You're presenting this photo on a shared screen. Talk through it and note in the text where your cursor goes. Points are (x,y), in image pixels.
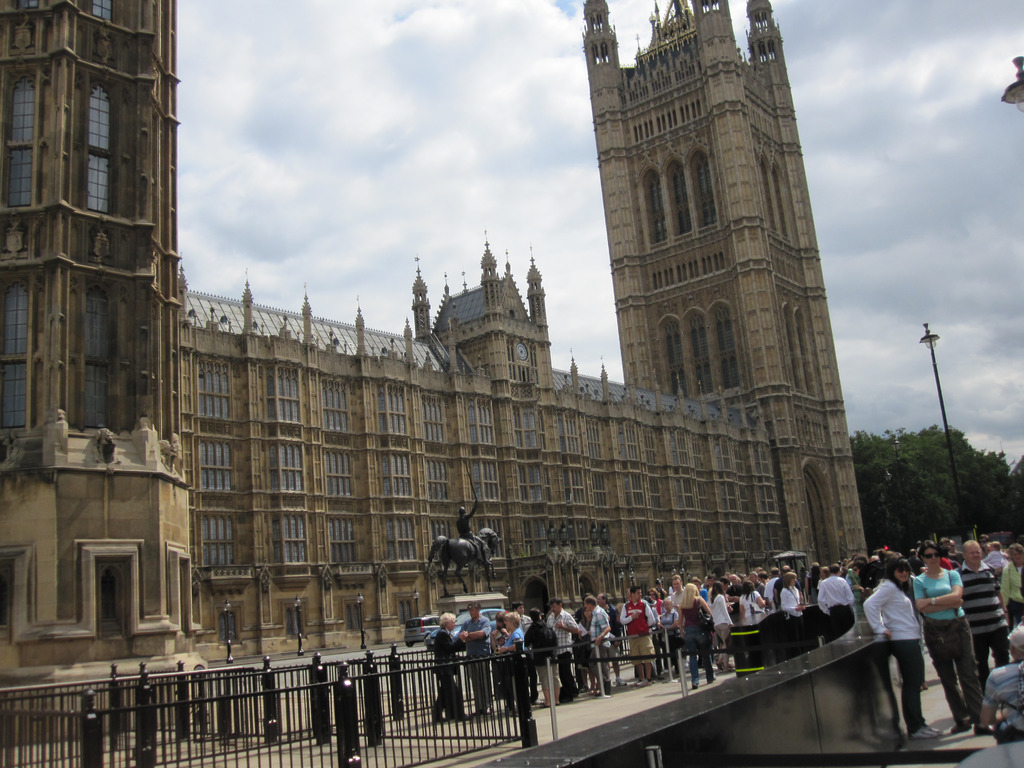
In the picture we can see a historical building (646,519) to it we can see a clock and near the building (489,335) we can see a sculpture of a man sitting on the horse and besides we can see a car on the path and some people (476,623) standing near the railing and besides we can see some poles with lights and beside the building (515,333) we can see trees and behind it we can see a sky (420,33) with clouds (351,209).
